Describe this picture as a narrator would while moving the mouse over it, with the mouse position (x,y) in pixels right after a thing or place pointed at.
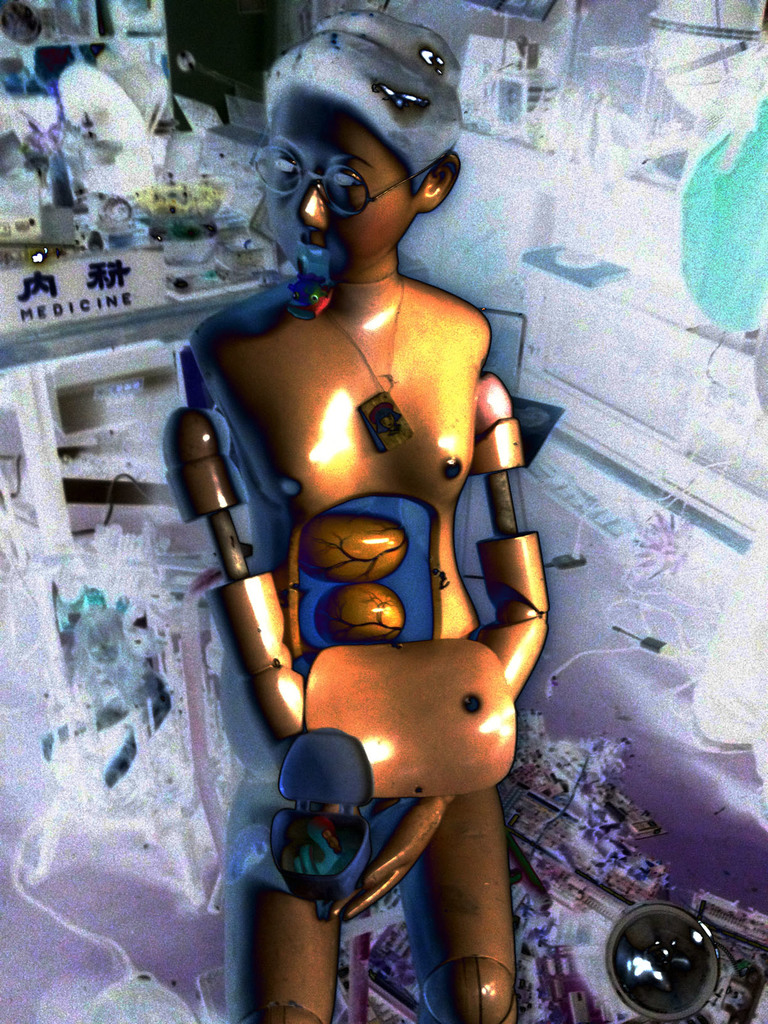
In this image I can see the toy (392,706) is yellow and black color. Back I can see few objects (98,288) and the white color lighting (692,7).
